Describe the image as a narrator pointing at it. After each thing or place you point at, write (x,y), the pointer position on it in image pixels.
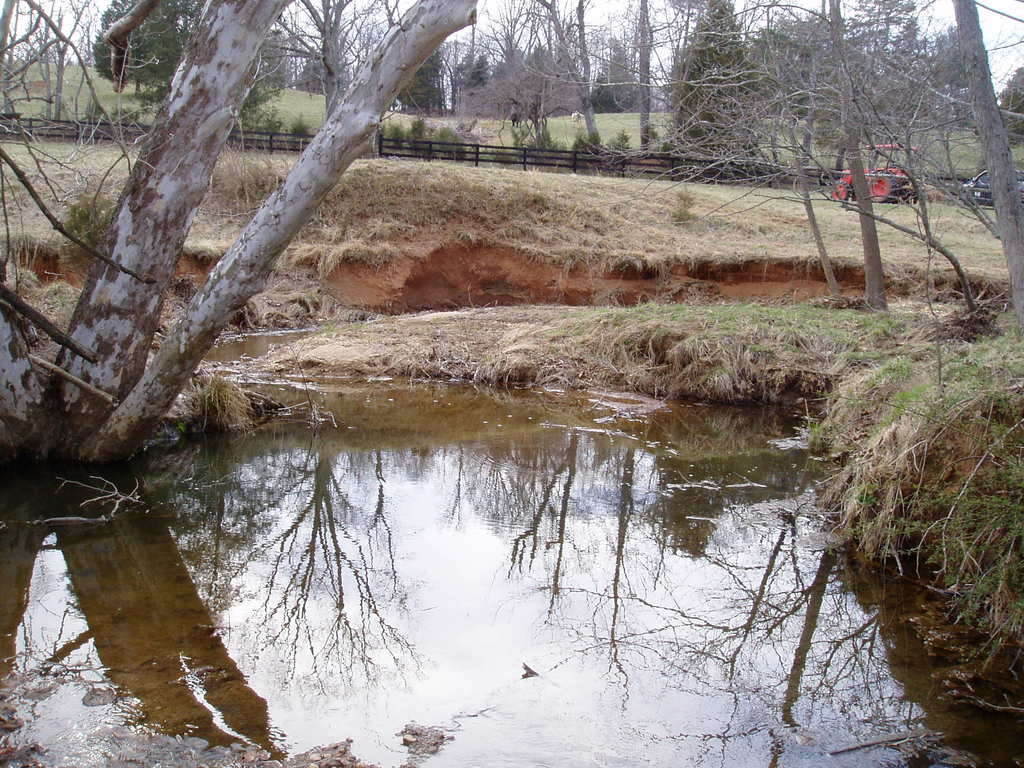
In this image there is a lake (856,766) around that there are so many trees (975,40) at the back (92,137) there is a fence (753,173) and vehicle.
